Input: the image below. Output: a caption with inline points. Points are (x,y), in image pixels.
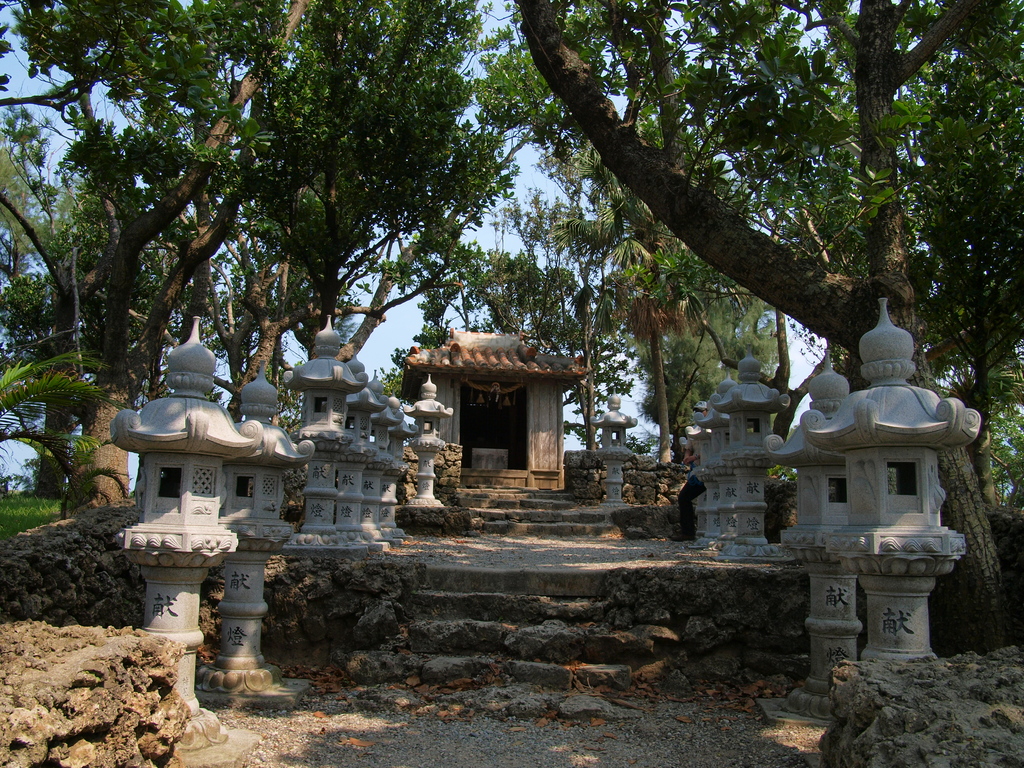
In this image, we can see a house (534,486). We can see some stairs (498,658) and a few pillars (261,442) with sculptures (845,479). We can see the ground (435,721). We can also see some grass (24,519), plants (50,401) and trees (440,174). We can also see the sky (549,184).
